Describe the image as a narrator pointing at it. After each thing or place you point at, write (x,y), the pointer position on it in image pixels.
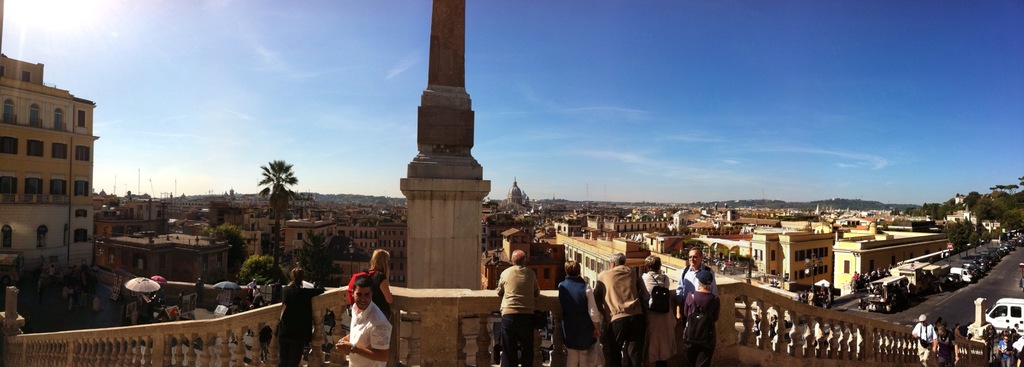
In this image, we can see some persons (573,310) wearing clothes (301,295) and standing in front of the pole (425,157). There are some vehicle (1004,253) in the bottom right of the image (921,269). There are some buildings (511,223) in the middle of the image (401,237). In the background of the image (328,57), there is a sky (468,62).
